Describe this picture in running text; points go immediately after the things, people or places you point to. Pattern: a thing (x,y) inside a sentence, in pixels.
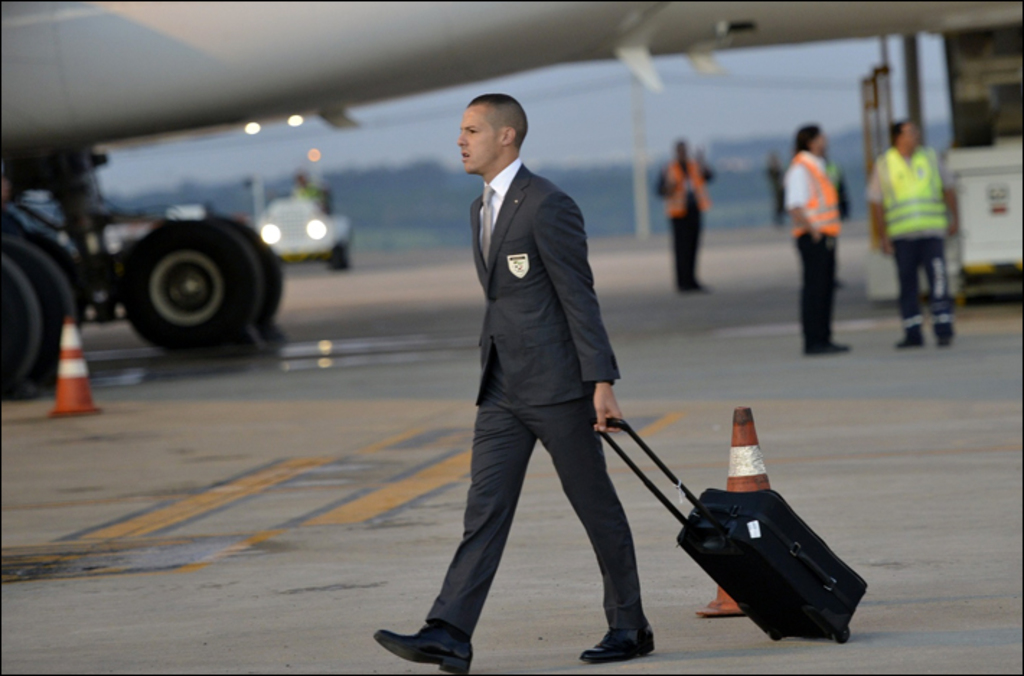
In the image there is a man (502,414) carrying a luggage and behind the man (520,426) there is an airplane (364,96) and around the airplane (71,112) there are some other people (826,256).
